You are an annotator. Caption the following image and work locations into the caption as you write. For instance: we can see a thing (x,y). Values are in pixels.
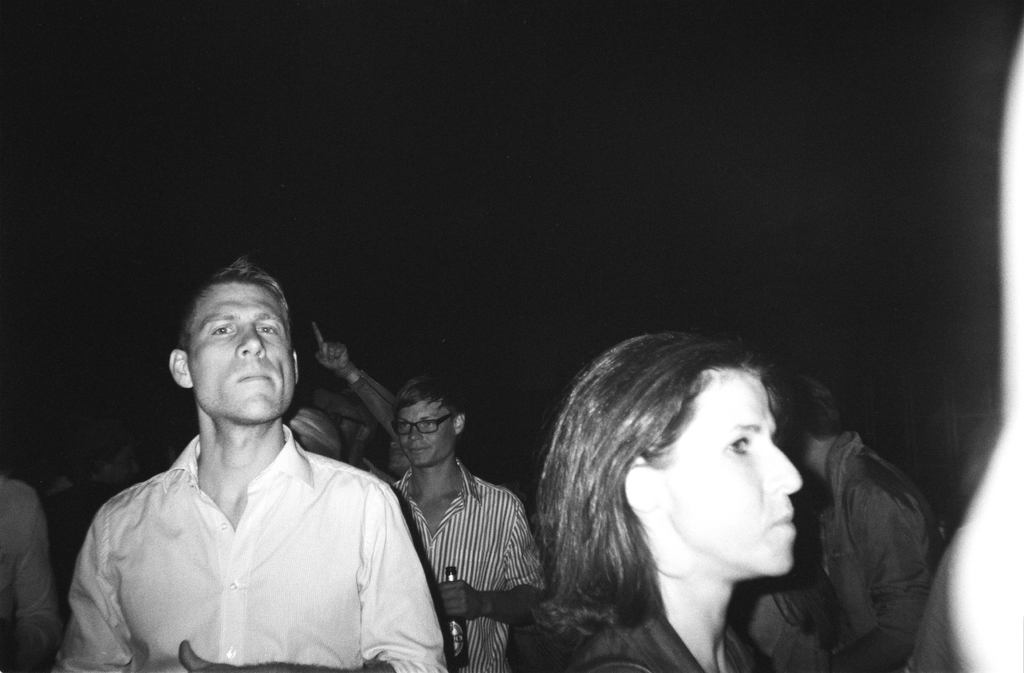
This is a black and white pic. At the bottom (453,541) we can see few persons (564,481) and among them a man (480,609) is holding a bottle (449,623) in his hands (463,613). In the background (187,398) the image is dark.
